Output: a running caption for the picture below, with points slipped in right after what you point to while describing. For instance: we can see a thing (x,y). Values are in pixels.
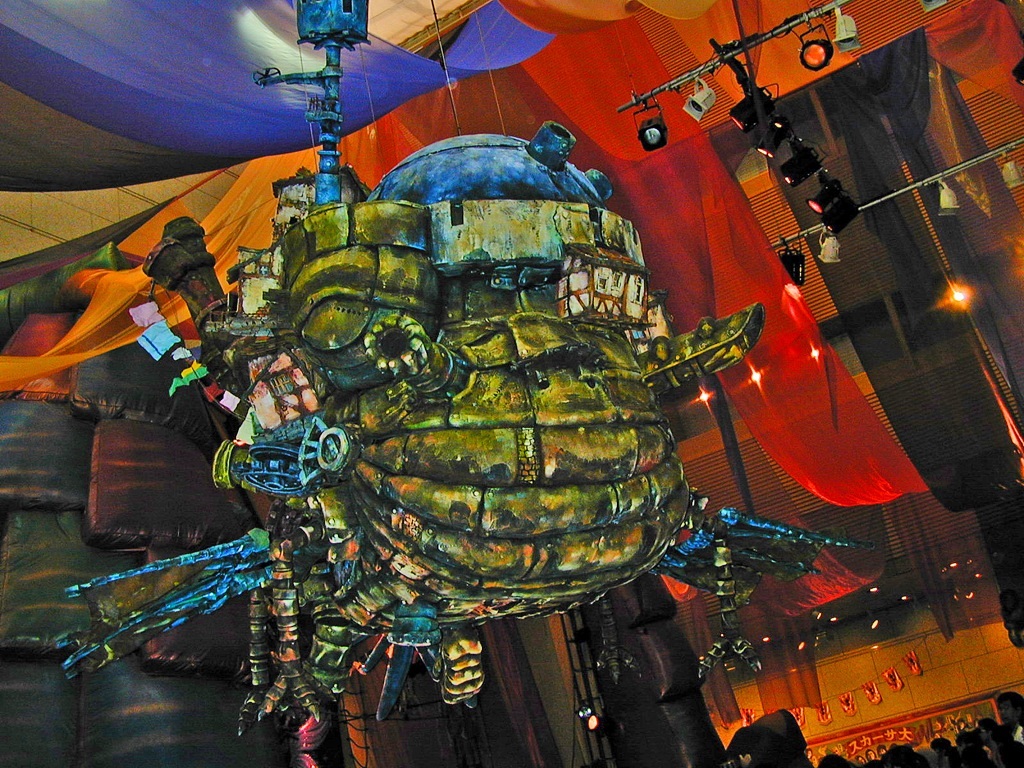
This picture shows big toy (273,372) hanging and we see people (775,719) standing and we see lights (957,291) and few clothes (614,166) to the roof (794,193).
